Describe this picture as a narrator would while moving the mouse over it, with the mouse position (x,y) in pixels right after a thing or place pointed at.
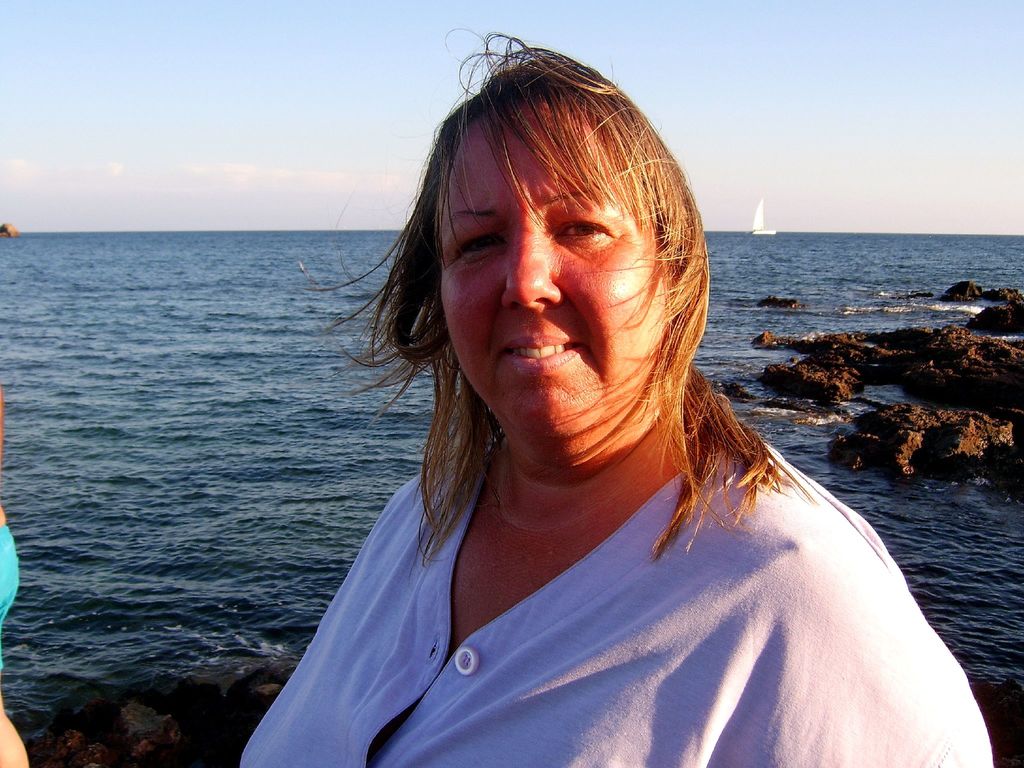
The picture is taken near a beach (965,297). In the foreground (713,681) there is a woman (644,486) standing. On the left (3,585) there is another person's body (13,599). Behind the women (540,671) there are rock (857,375) and water (222,384). In the background (768,232) there is a boat (755,232). Sky (426,83) is clear and it is sunny.
